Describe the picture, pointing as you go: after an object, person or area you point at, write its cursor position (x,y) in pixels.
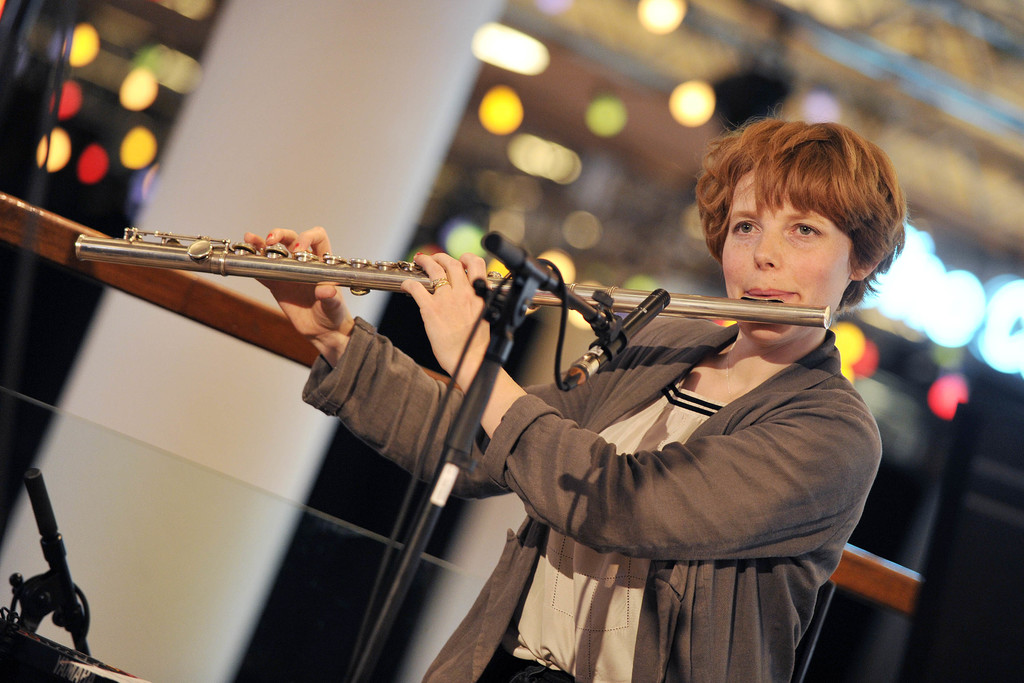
In this picture we can see a person (729,454) playing a flute (197,262), we can see a microphone (601,354) in the front (500,340), there is a blurry background (948,65).
